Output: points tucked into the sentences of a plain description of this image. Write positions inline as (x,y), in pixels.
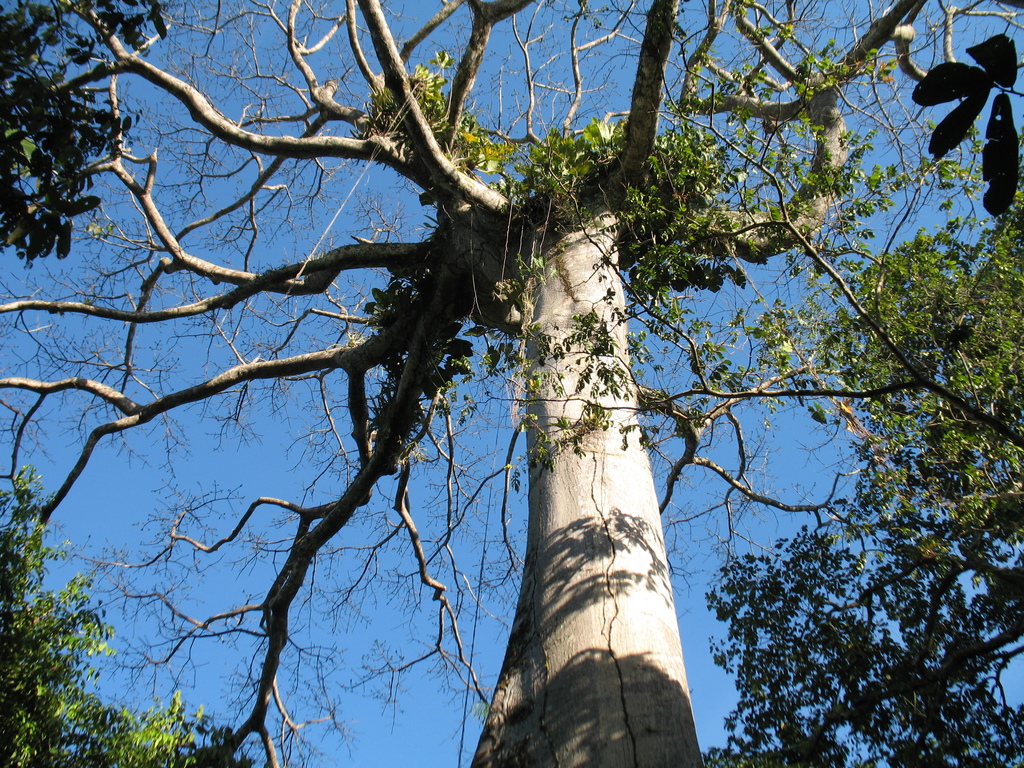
In the picture we can see a tree (367,414) and on the top of it we can see leaves (959,443) and behind it we can see a sky (355,749) which is blue in color.
